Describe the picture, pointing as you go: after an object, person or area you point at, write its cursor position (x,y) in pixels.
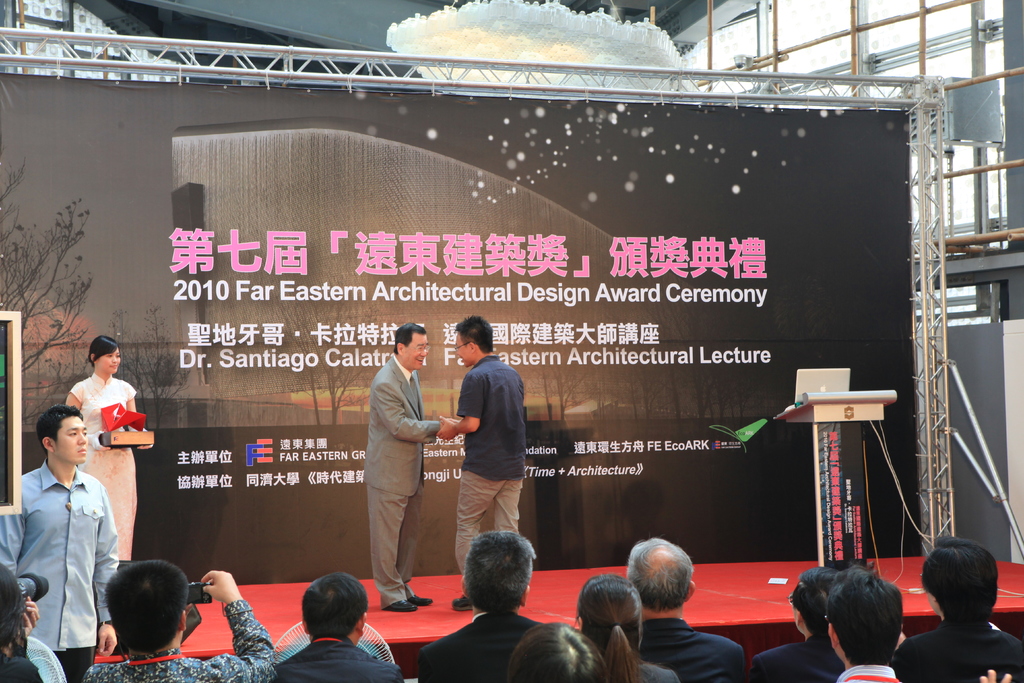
In the center of the image (399,409) we can see two person (507,438) are standing and shake handing. At the bottom of the image (492,669) we can see a group of people (578,622) are sitting and some of them are holding camera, mobile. On the left side of the image (62,572) we can see a man (70,493) is standing and a lady (88,448) is standing and holding an object (119,446). On the right side of the image (838,494) we can see a podium (842,416), on podium (814,405) we can see laptop (797,386). In the background of the image (159,205) we can see a board (497,203), rods (514,74). At the top of the image (371,17) we can see the roof (354,14). At the middle of the image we can see a stage (881,567).
